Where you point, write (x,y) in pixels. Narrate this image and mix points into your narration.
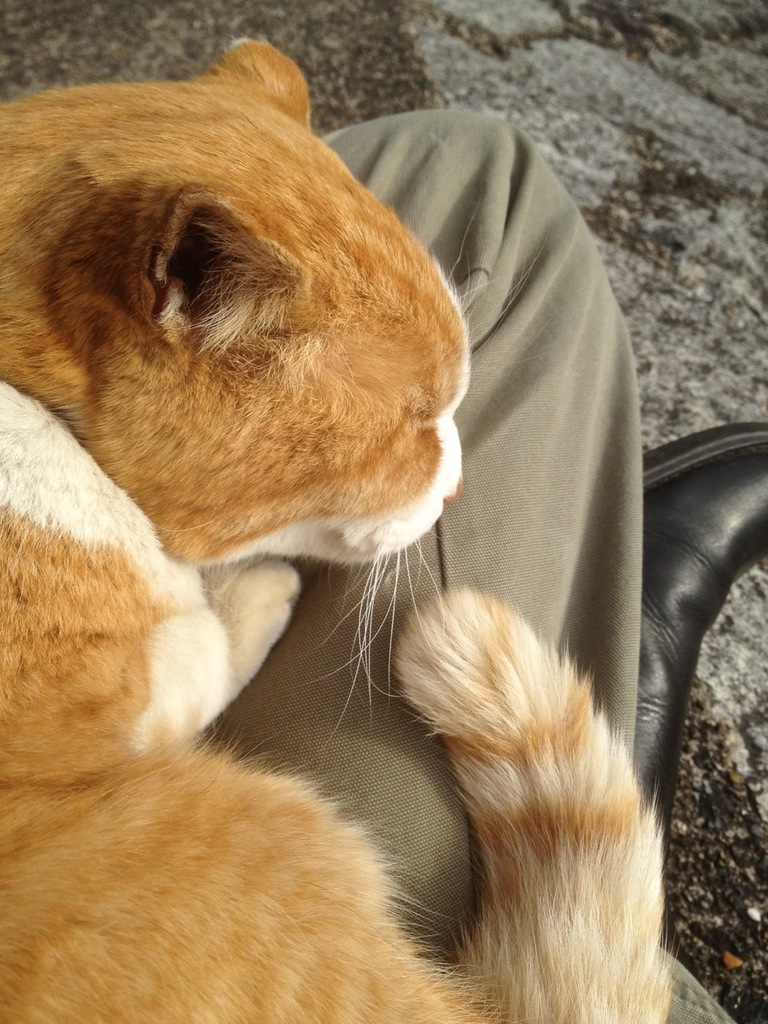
In this image I can see a cat (210,390) which is brown, cream and white in color on person's lap (449,555). I can see a black colored shoe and the ground (585,76).
